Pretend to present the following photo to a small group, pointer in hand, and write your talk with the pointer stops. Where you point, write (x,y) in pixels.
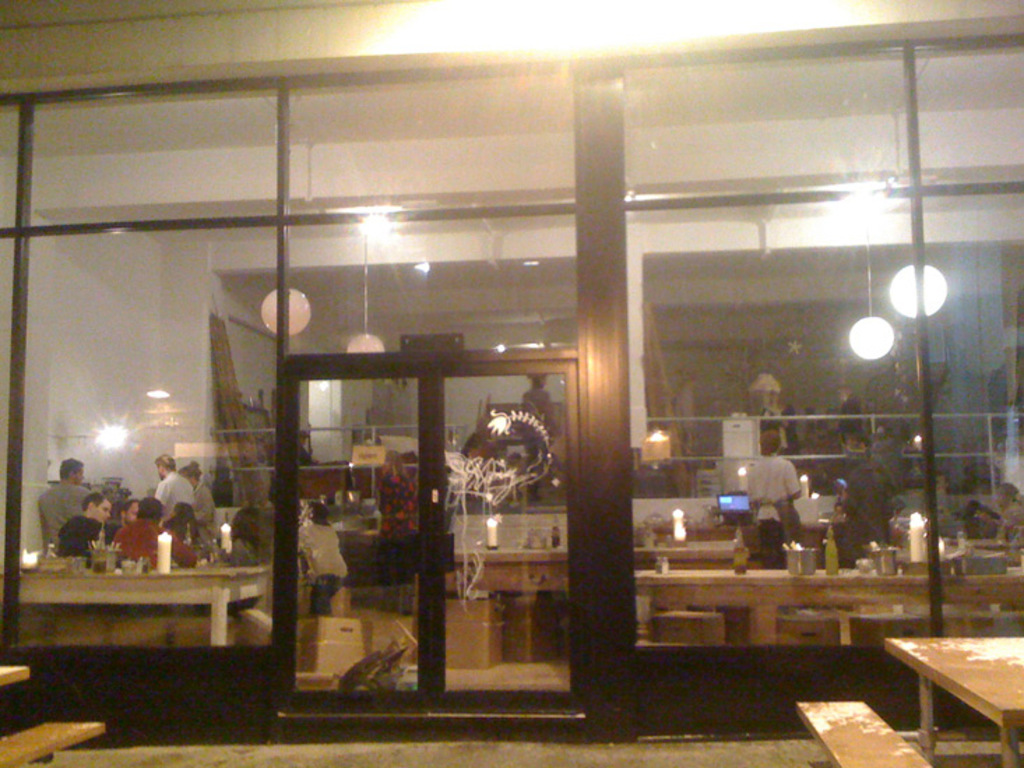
In this image, there are group of people (44,523) sitting on the chair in front of dining table (234,572) on which plates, glasses (214,551) are kept on both sides. A roof top (160,34) is light yellow in color and walls (890,134) are white in color on which light (563,28) is mounted. In the middle (367,366) bottom, a door (550,398) is visible of glass (502,600). In the middle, a laptop (743,508) is there on the table (693,546). In both side of the image, lights (920,292) are hanged from the ceiling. It looks as if the image is taken outside a restaurant (638,652).
